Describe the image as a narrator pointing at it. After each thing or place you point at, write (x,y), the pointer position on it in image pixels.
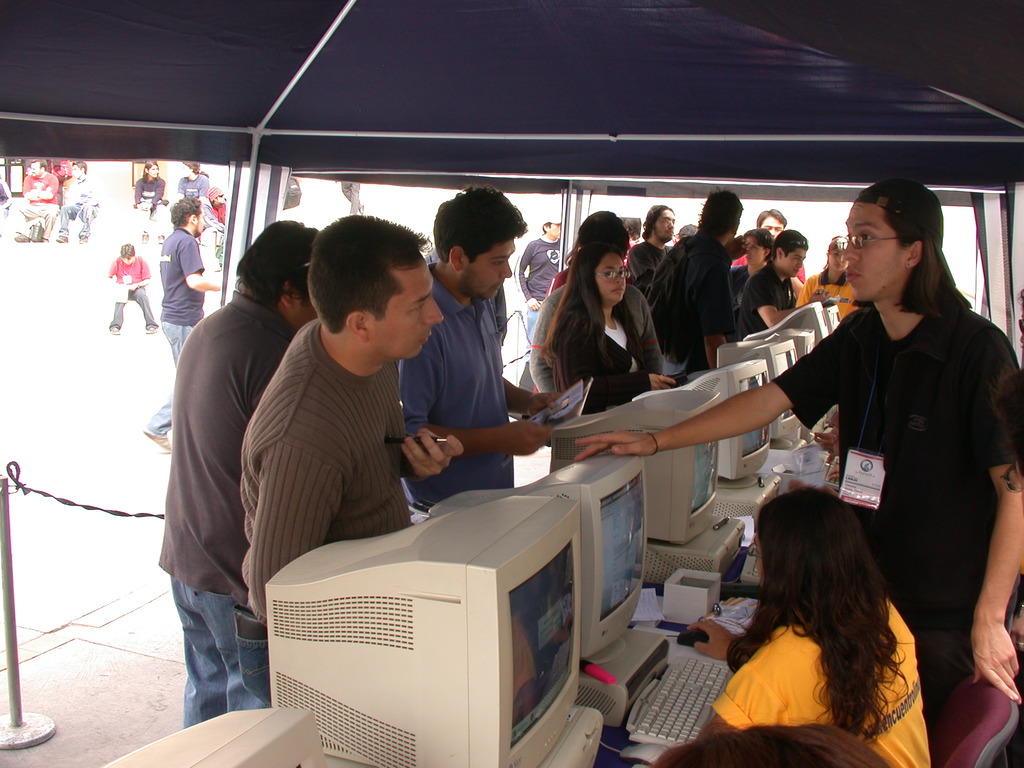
In this image we can see so many people (811,386), some of them are sitting and some of them are standing, the person (791,718) who is wearing the yellow color is holding the mouse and looking into the computer (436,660) and some of them are holding some objects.
